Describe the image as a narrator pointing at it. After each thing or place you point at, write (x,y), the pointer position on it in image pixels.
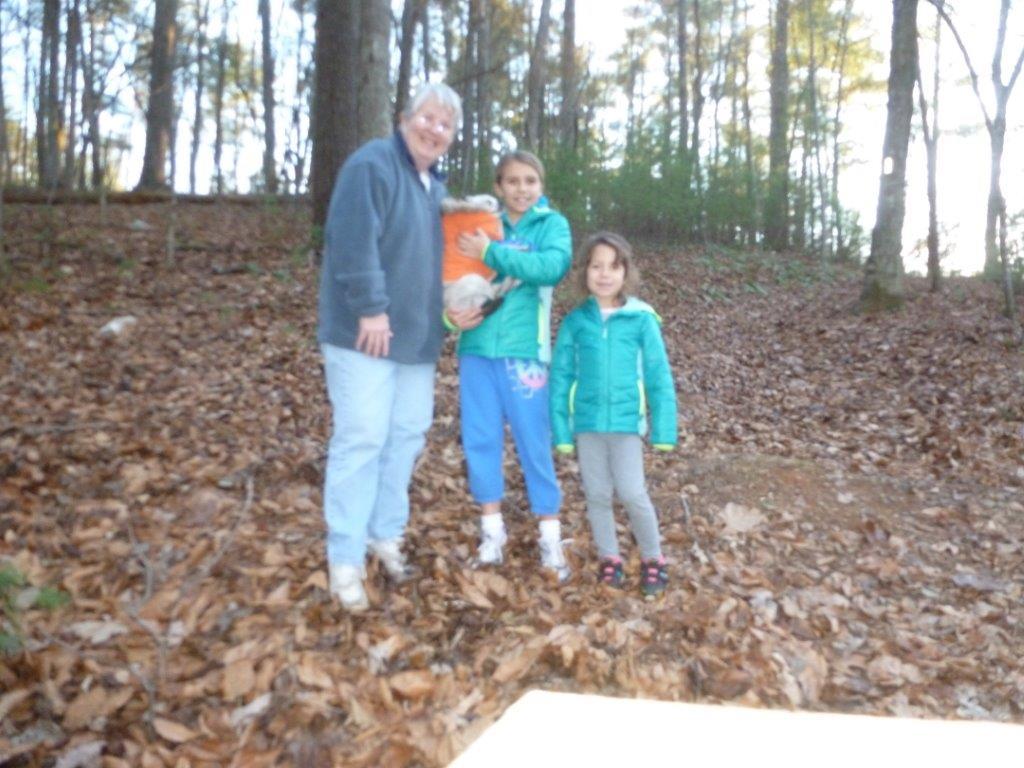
In this image there is a person (431,316) and two children (561,423) standing on the surface (437,560) of dry leaves (413,629). In the background (363,58) there are trees (678,111).
